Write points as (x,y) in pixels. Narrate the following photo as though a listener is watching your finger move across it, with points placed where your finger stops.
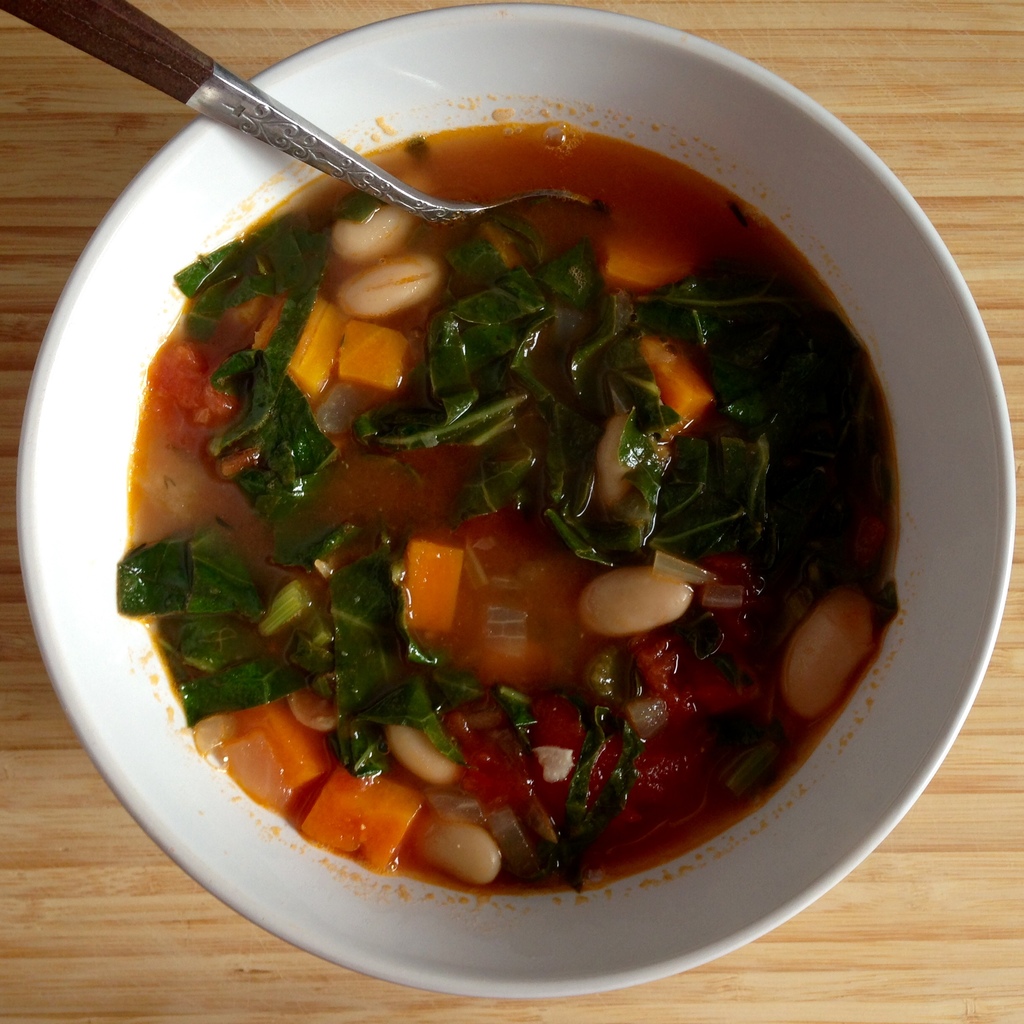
In this image there is a bowl (485,544), having some food (492,252) and a spoon (253,119). The bowl (487,215) is kept on a table (953,163).
